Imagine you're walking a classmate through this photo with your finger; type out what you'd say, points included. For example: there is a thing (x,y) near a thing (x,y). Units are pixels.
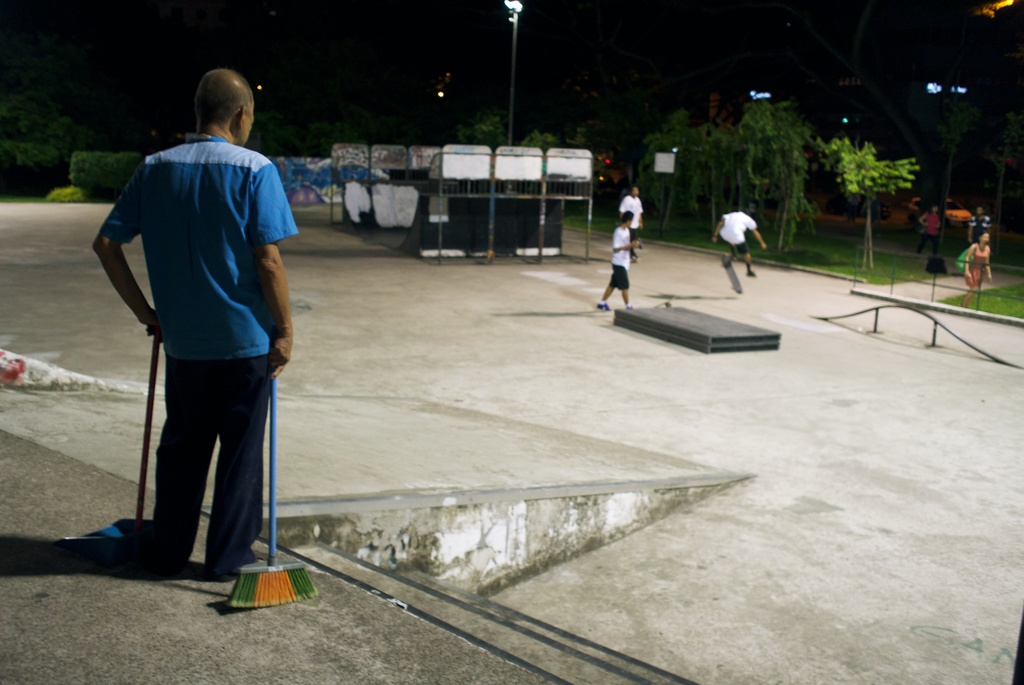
In this image we can see few people (183,364) standing in the ground (492,379), a person (256,365) is holding a broom stick (265,603), a person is on the skate board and a woman (975,276) is wearing a handbag (964,254), in background (694,174) there are trees (761,127), railing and a light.
